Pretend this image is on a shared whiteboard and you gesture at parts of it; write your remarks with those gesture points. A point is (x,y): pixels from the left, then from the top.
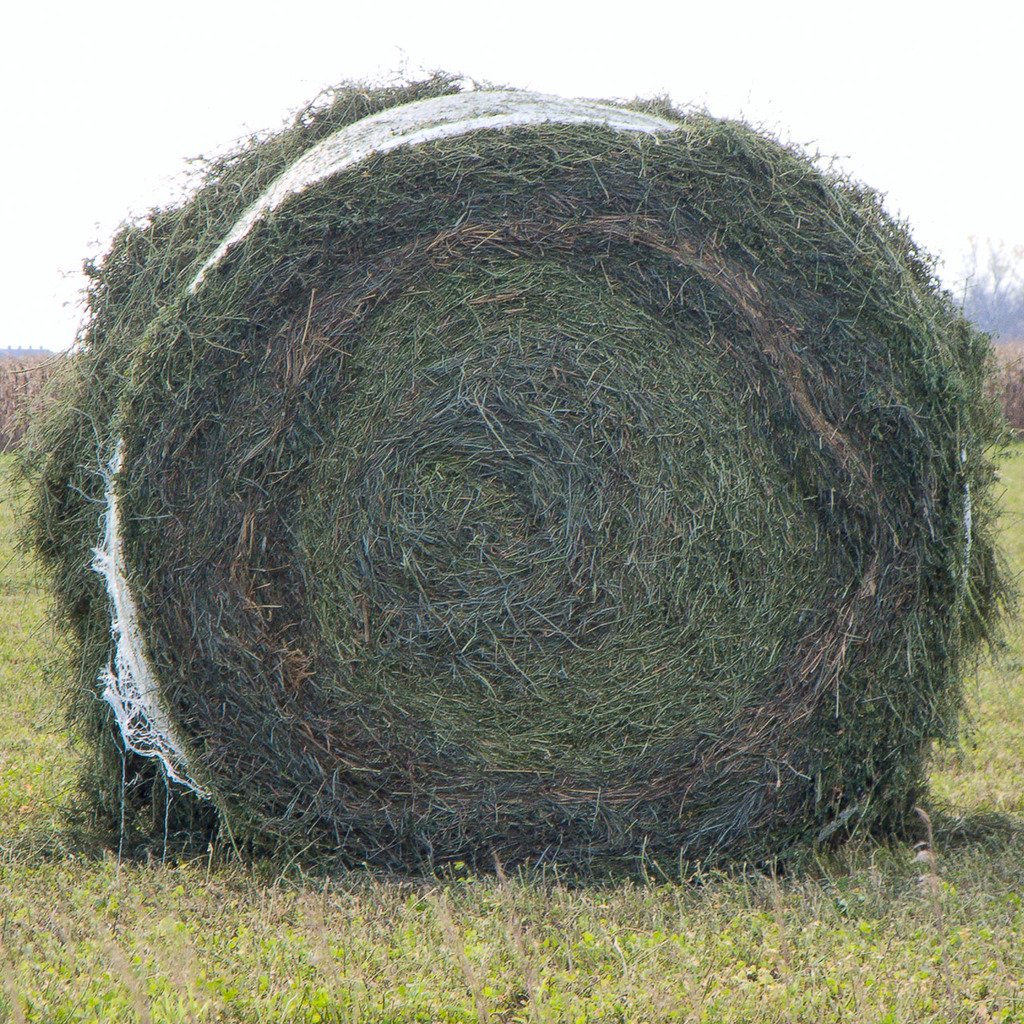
In this image there is grass (404,954). There is a big grass bundle (512,464) in the middle (595,384). There are trees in the background (1022,270).
